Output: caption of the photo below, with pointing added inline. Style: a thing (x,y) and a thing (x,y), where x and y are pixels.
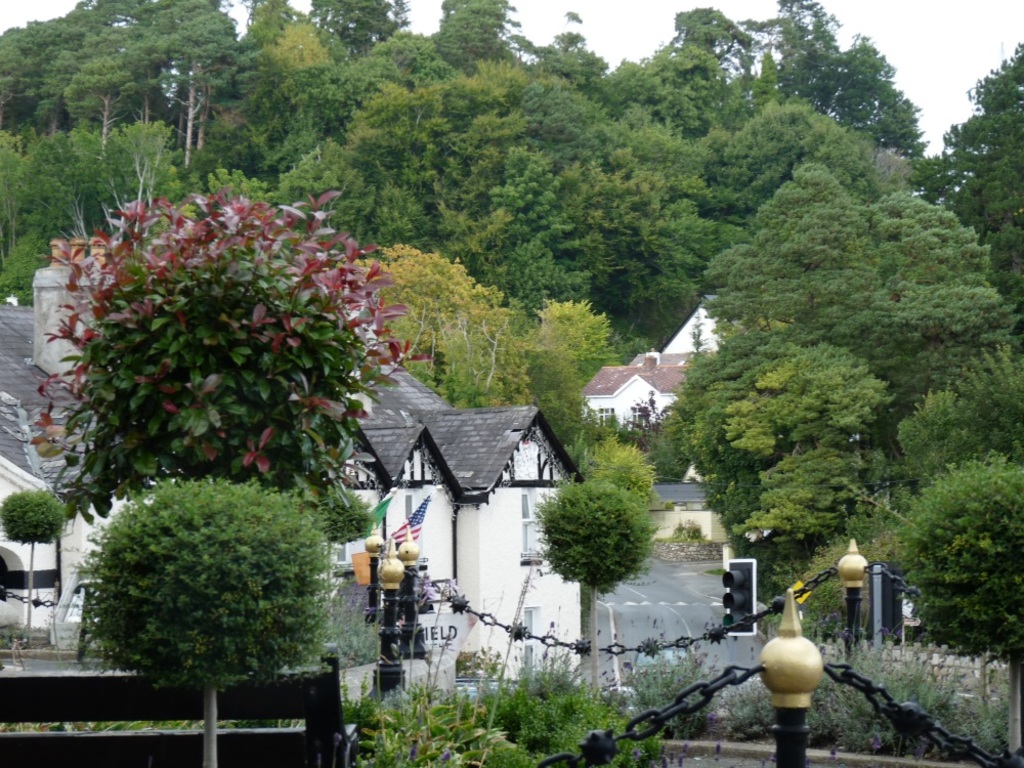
There are trees (350,497), houses (337,548), it seems like a boundary (783,718) and a flag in the foreground area of the image (786,706), there are trees (351,127) and the sky (302,4) in the background (331,100).
